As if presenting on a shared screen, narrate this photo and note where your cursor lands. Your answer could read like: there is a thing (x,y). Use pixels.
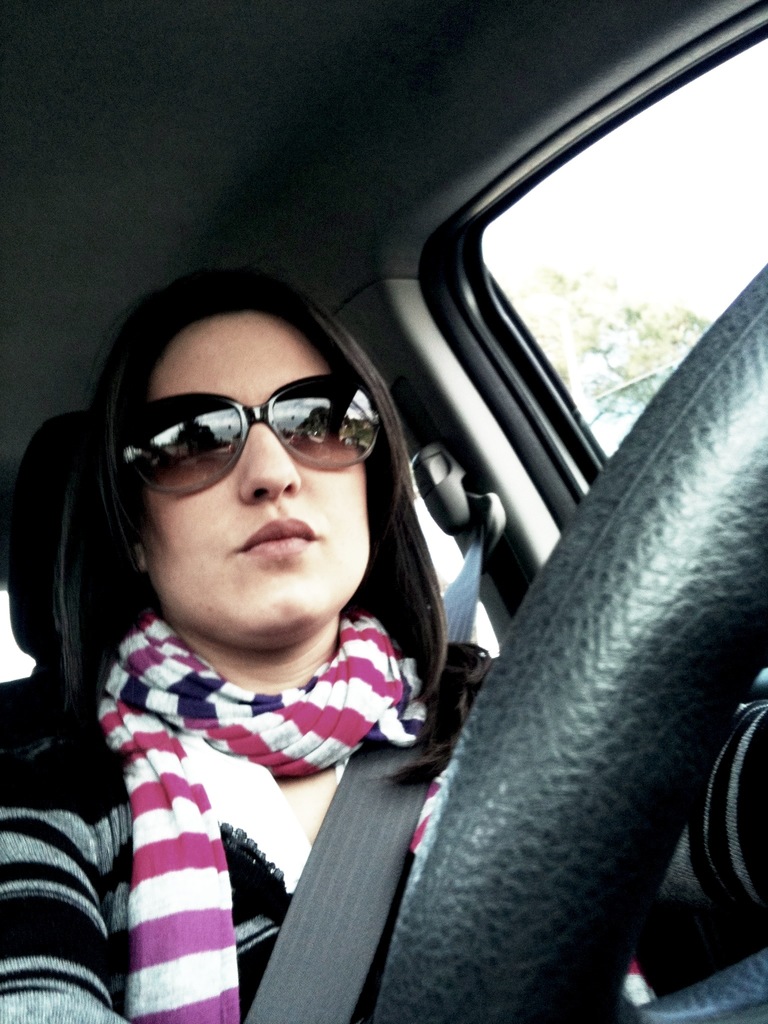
In this picture I can see a woman (281,610) with a scarf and glasses (338,428), is sitting inside a vehicle (595,907), and in the background (613,320) there is a tree (603,333).
